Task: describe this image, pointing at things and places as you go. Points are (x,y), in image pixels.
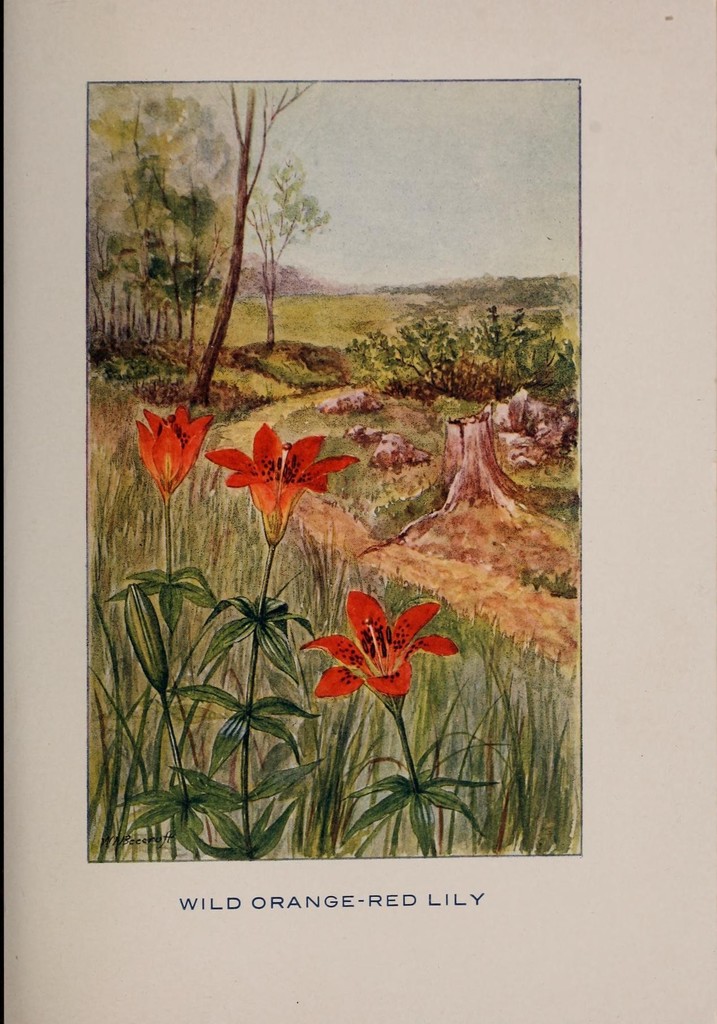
This image consists of a painting (394,607). It has flowers (332,687), plants (269,570), trees (235,249), sky (340,214).
